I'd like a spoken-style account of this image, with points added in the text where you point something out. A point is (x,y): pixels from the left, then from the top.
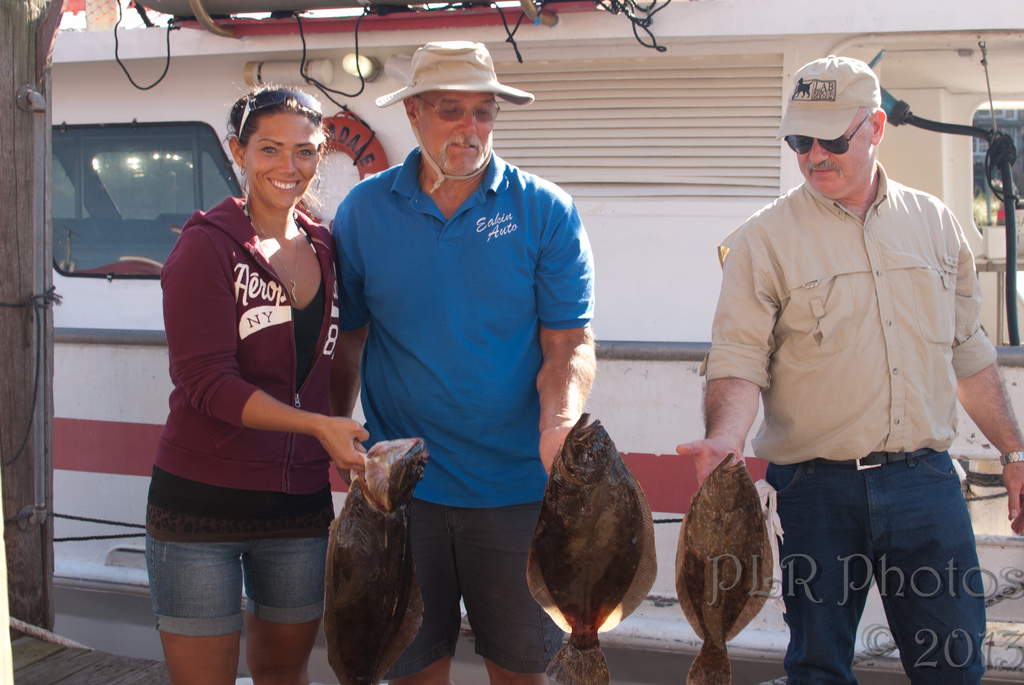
In this picture, we can see a few people (450,456) holding fishes (556,541), and we can see the background (95,187) with some objects (183,187) like lights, glass (183,187), we can see ropes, a pole (49,143), ground (153,673), and some object (57,1) in left side of the picture (9,23).
